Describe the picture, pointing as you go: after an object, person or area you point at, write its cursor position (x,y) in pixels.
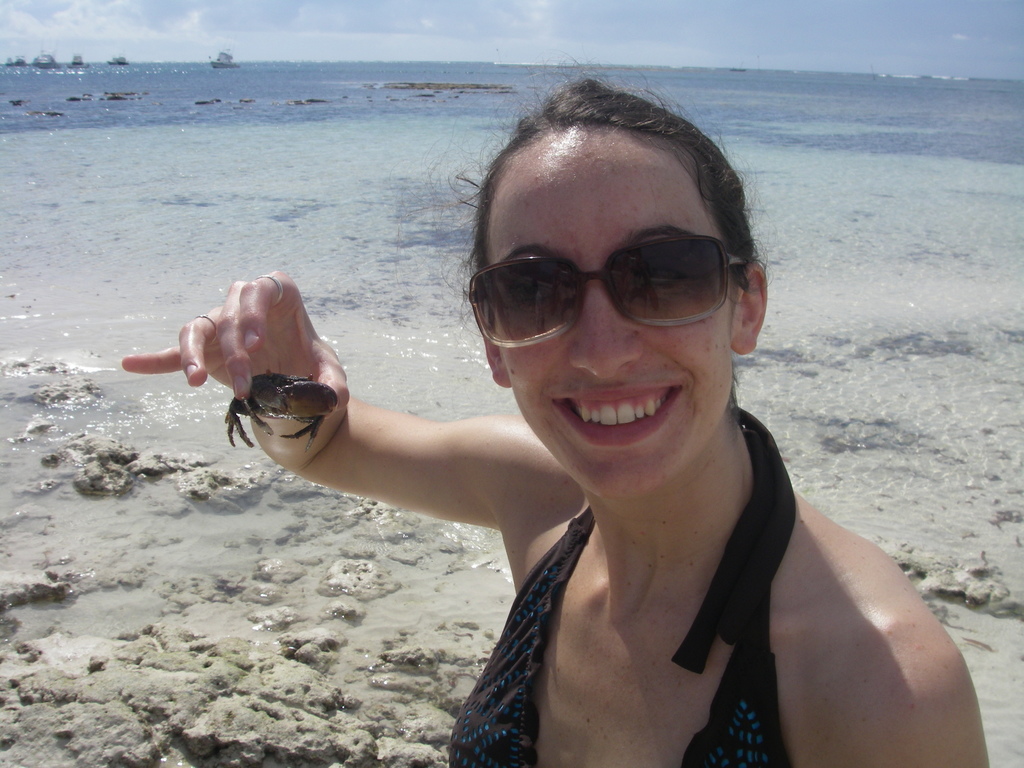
In this picture I can observe a woman (580,546). She is wearing black color dress (520,650) and spectacles (540,288). I can observe a crab (297,403) in her hand (257,374). In the background (405,138) there is an ocean (609,71) and a sky (408,33).
